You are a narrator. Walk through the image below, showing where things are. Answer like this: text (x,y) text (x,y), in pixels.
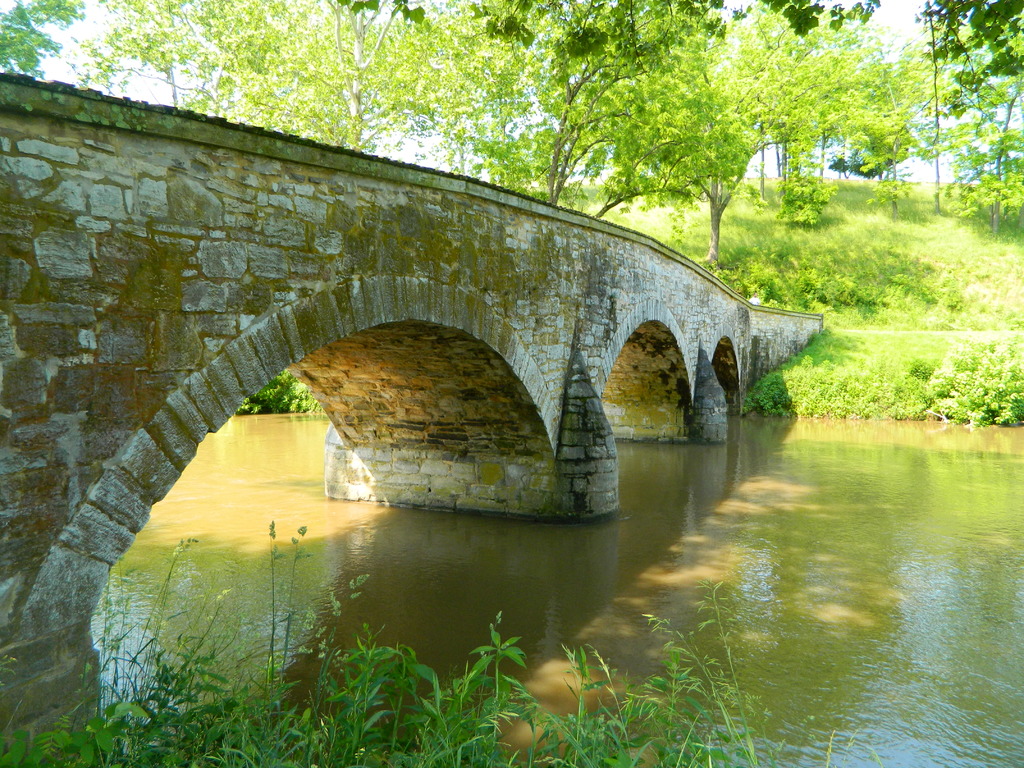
In this image I can see water (730,588), a bridge (486,408), grass (305,731), number of trees (785,204) and shadows (709,520).
